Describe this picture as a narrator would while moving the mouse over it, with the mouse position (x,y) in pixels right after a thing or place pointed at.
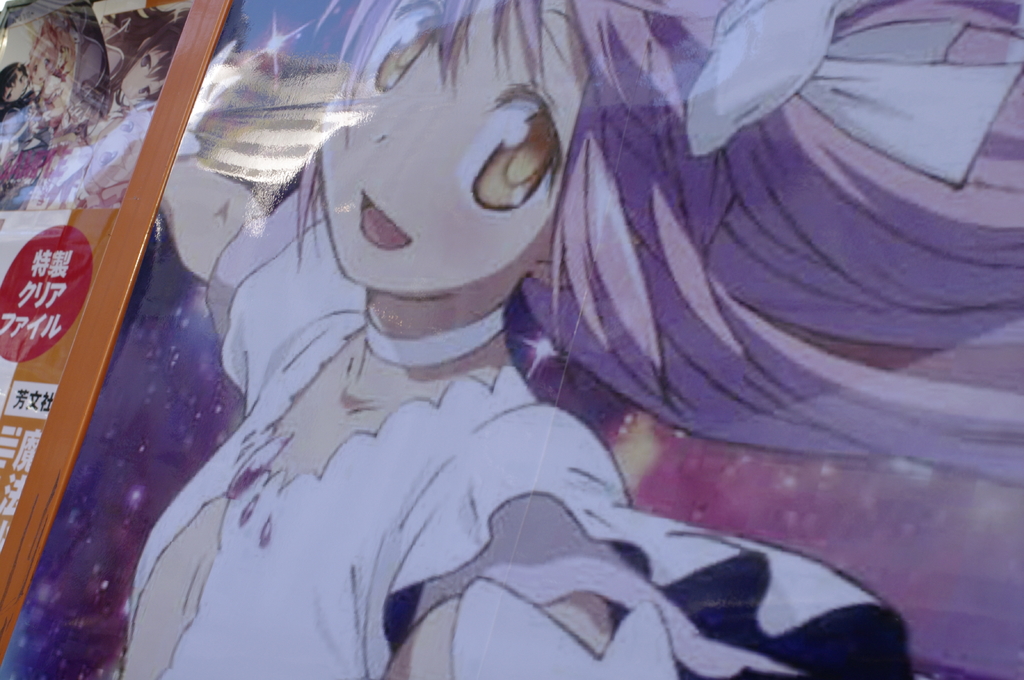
There is a hoarding (398,522) in which there is a painting (340,357) having animated image (578,310) of a person (579,622). In the background of this hoarding (198,329), there are stars (132,481). On the left side (3,366), there is a poster (34,358).
